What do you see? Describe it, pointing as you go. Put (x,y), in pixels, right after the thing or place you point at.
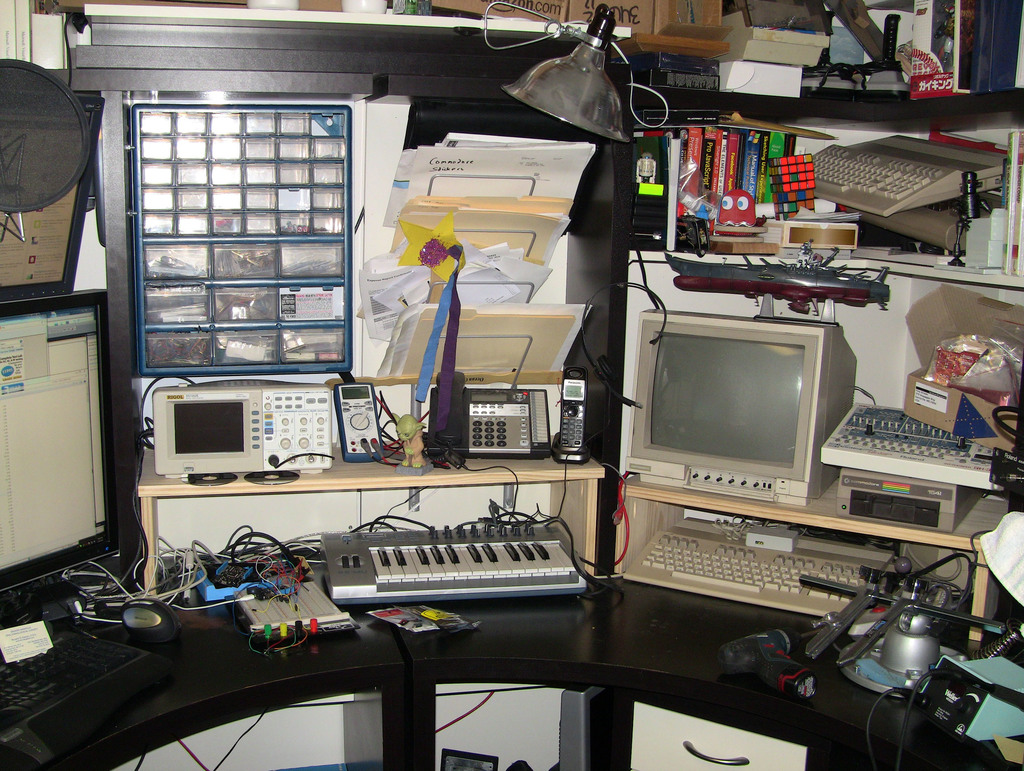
On the table (413,641) we can see piano board (398,595), electric wires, monitor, keyboard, papers (494,370), landline phone (512,438), light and some electronic devices (361,388).
